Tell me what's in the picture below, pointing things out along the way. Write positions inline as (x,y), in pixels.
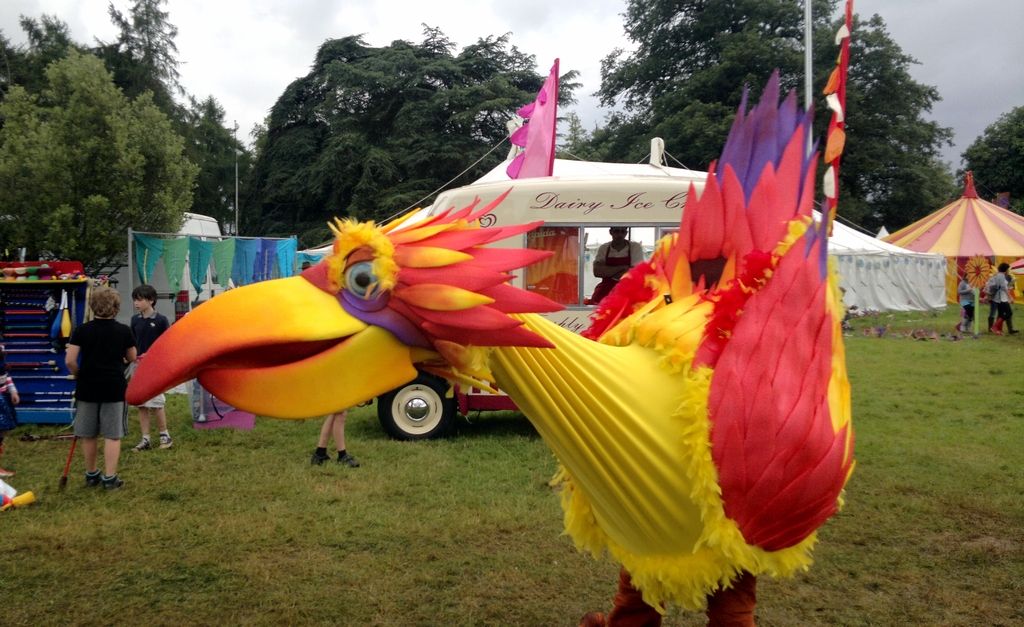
In this image, we can see green grass (371,558) on the ground (326,544), there is a fun statue (624,334), there are some people (112,430) standing, there are some tents (889,241) and there are some green color trees (93,231), at the top (596,106) there is a white color sky (210,31).
